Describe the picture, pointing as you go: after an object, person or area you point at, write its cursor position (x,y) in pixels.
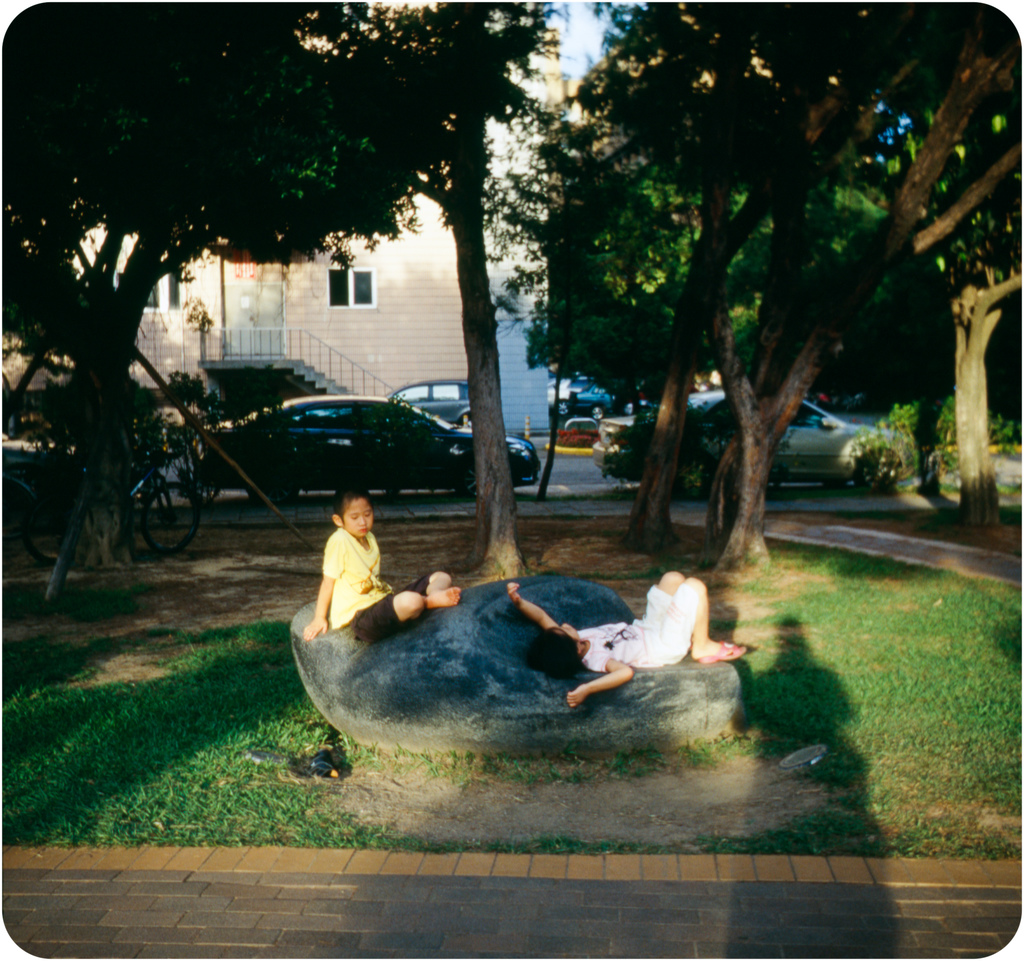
In this image I see two children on this thing (486,609) and I see the grass (20,603) and I see number of trees (523,566). In the background (343,460) I see the building (505,393) and I see the cars (603,432) on the path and I see the shadows (742,832) over here.
